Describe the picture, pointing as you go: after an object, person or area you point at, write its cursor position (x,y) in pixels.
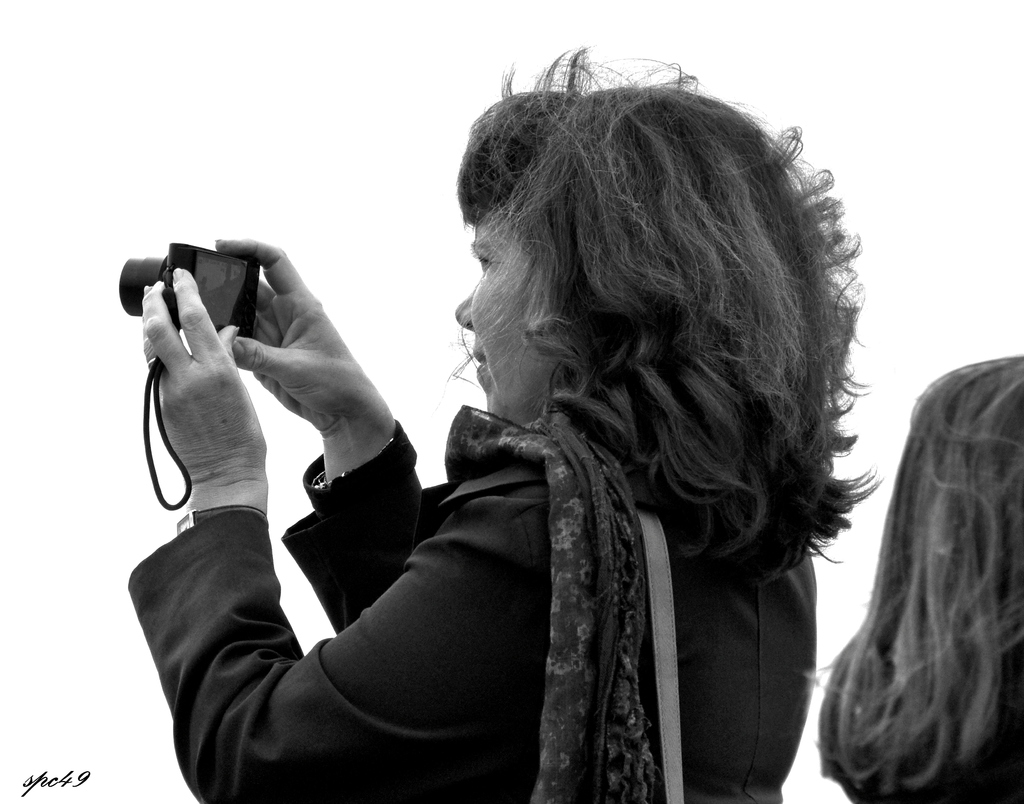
In the image two persons (676,124) are standing and this person (261,334) holding a camera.
